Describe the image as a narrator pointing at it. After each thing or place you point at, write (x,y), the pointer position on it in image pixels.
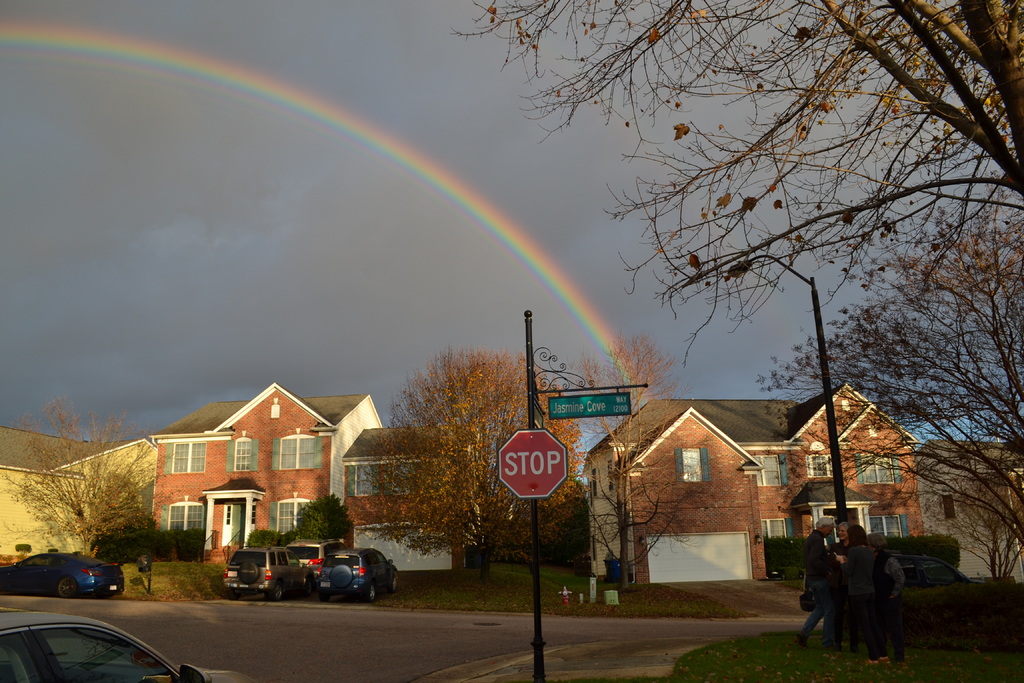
In this picture, I can see buildings (896,510) and few cars (230,583) parked and few people (873,603) standing and I can see sign boards (556,441) to the pole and a pole light (803,279) on the sidewalk (469,677) and we see rainbow (72,35) in the cloudy sky (627,273) and i can see trees (886,358).
